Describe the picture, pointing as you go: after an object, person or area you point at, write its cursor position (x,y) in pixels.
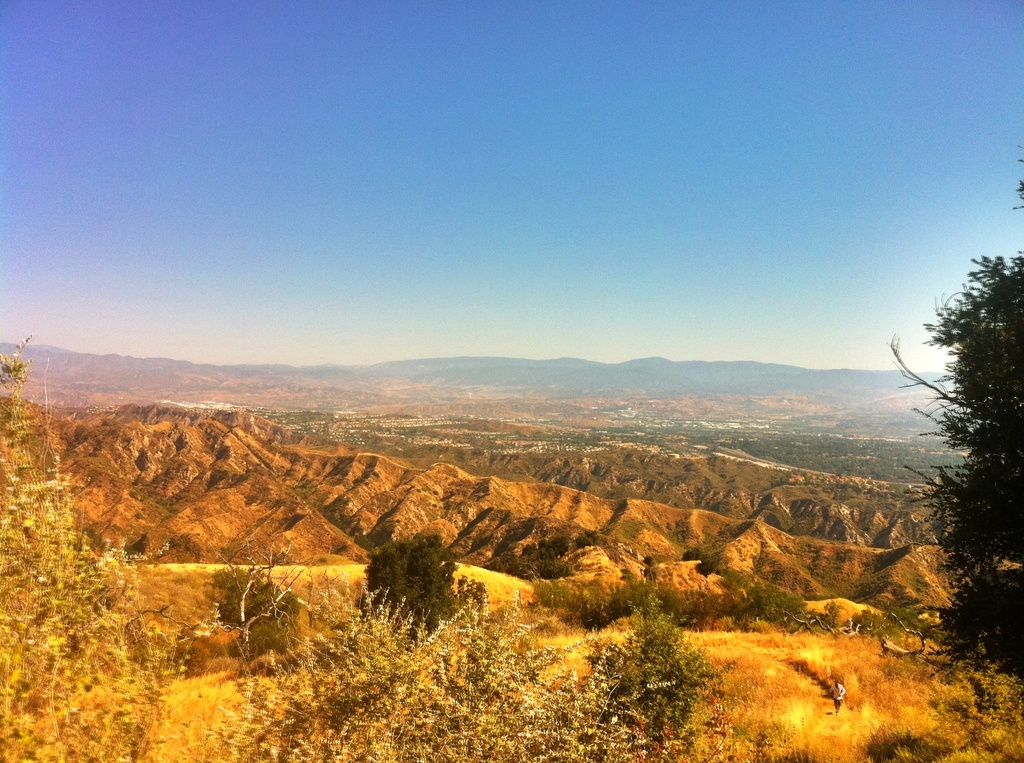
As we can see in the image there are trees (1002,431), plants (90,596), hills (472,571) and sky (358,122).
